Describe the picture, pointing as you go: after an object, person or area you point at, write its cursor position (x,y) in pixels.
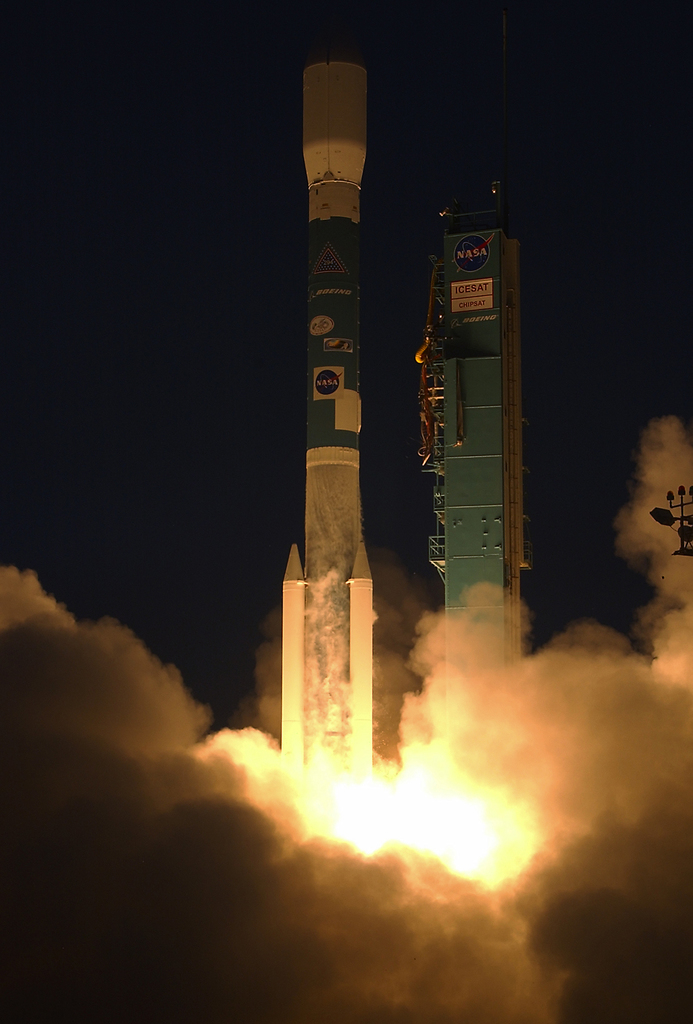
In this image there is a rocket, there is the fire (400,820), there is smoke (400,872) truncated towards the bottom of the image (224,913), there is an object (484,582), there is text (482,283) on the object (489,513), there is an object (676,533) truncated towards the right of the image (666,516), the background of the image (179,304) is dark.
